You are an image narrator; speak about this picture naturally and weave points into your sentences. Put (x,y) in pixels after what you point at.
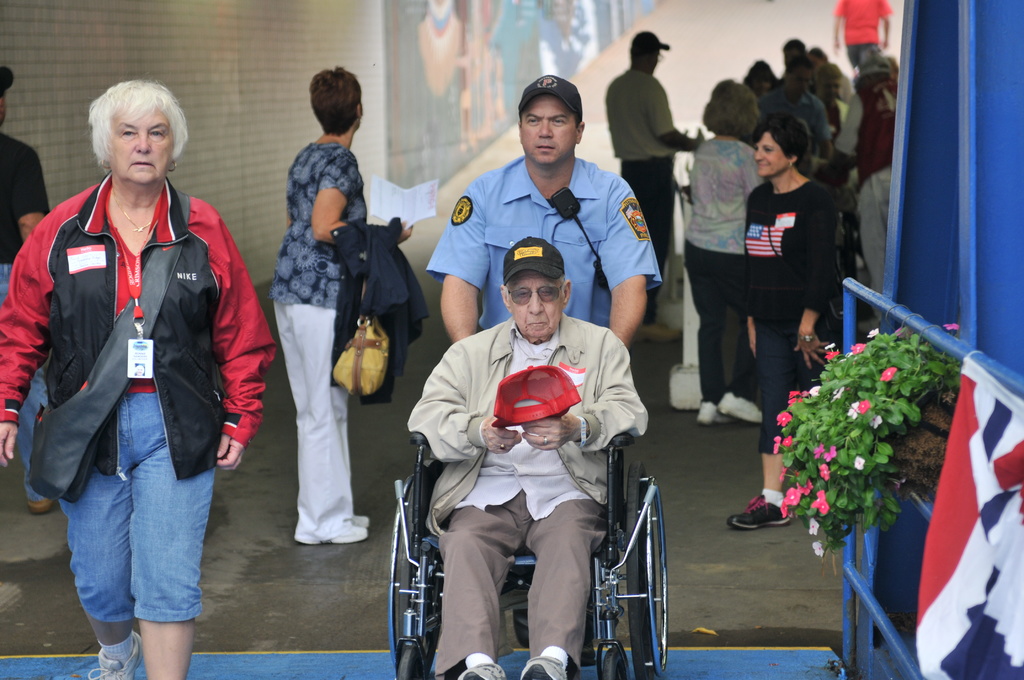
Here in this picture in the front (601,335) we can see an old man (550,360) sitting on a wheel chair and we can see a security person (467,204) pushing the wheelchair (614,500) and we can also see number of people (292,323) are standing and walking on the ground (340,573) and the woman (236,456) on the left side (236,456) is wearing a jacket (94,281) and carrying a bag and the two persons (594,267) in the middle (594,267) are wearing caps (531,241) and on the right side (911,347) we can see a flower plant (885,422) present and we can also see a flag (969,506) present.
